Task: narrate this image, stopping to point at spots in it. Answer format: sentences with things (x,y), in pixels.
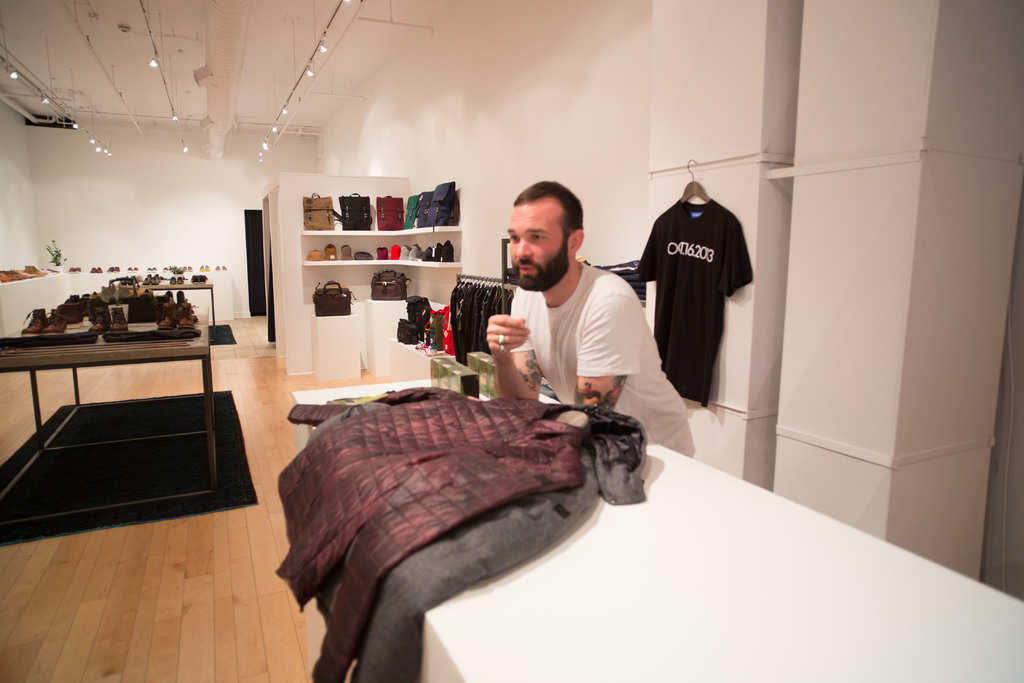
In this picture we can observe a person (669,428) standing near the desk (696,517), wearing white color t-shirt (562,350). We can observe some jackets (386,467) on the desk (567,681). We can observe some shoes (53,325) placed on the table (77,330). In the background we can observe a wall (136,202) which is in white color.
